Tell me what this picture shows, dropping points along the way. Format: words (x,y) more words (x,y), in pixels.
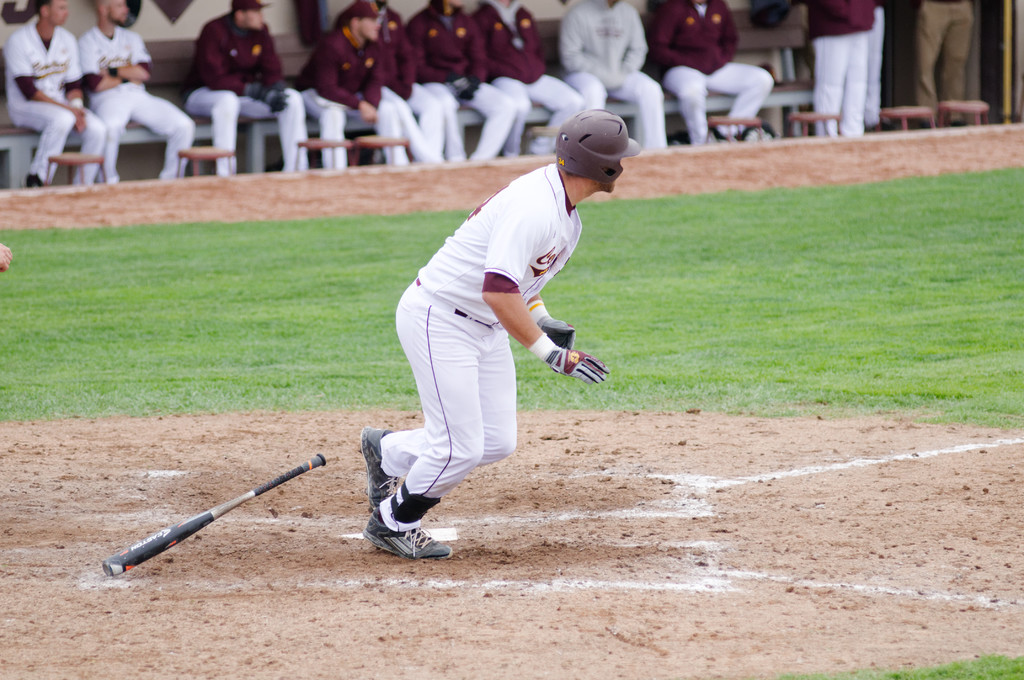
In the picture I can see a person (387,536) wearing white color dress (502,454), gloves (585,379), helmet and shoes (398,549) is standing on the ground (576,517). Here I can see a baseball bat (131,549), I can see green grass (173,283). The background of the image (118,9) is slightly blurred, where we can see a few people (59,95) are sitting on the bench (15,139).
